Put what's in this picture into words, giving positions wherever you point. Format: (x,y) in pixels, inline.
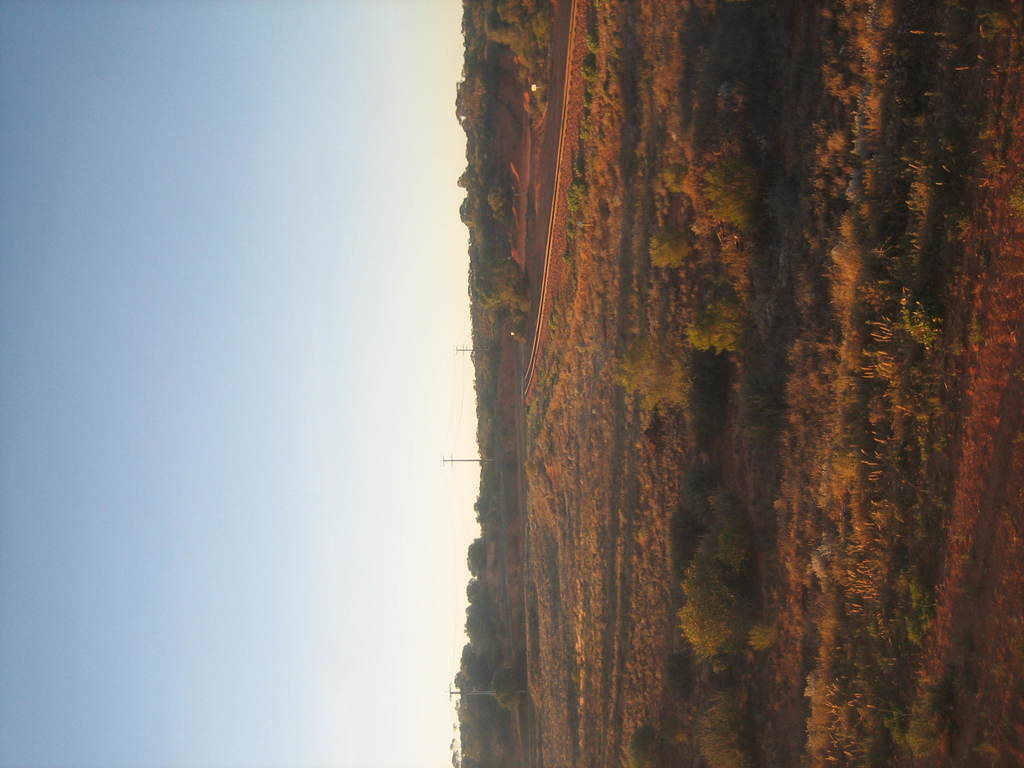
In this picture there is greenery (705,733) and poles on the right side of the image (706,379) and there is sky (373,406) on the left side of the image (115,411).
